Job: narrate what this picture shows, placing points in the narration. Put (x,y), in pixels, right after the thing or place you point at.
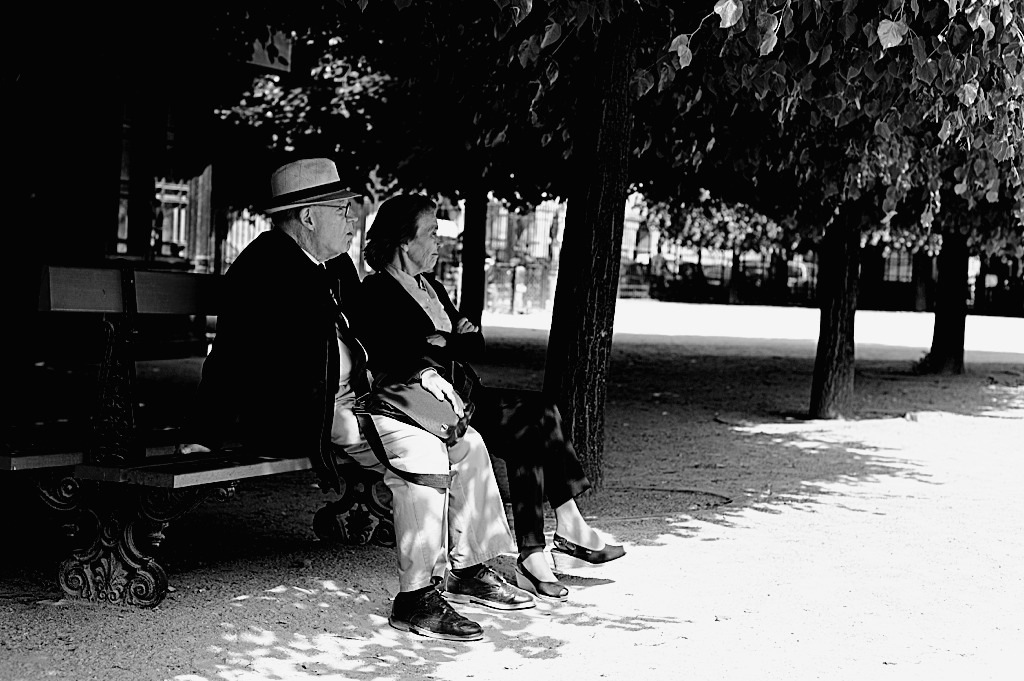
In this image we can see a man (312,355) holding bag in his hands (442,390) and a woman (450,361) are sitting on a bench (128,590). In the center of the image (453,246) we can see a building (519,255). At the top of the image (574,225) we can see a group of trees (486,140).
